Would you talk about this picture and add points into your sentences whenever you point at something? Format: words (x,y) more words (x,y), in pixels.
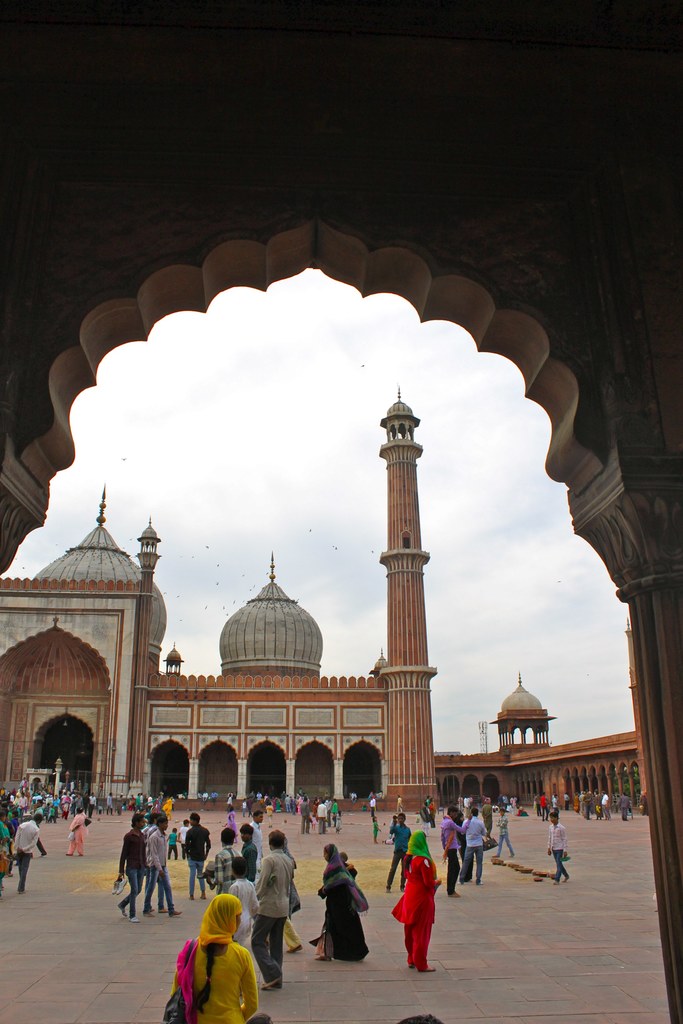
In this image we can the building (173,159). And we can the floor (114,931). And we can see many people (220,889) are walking. And we can see the sky (186,457).
